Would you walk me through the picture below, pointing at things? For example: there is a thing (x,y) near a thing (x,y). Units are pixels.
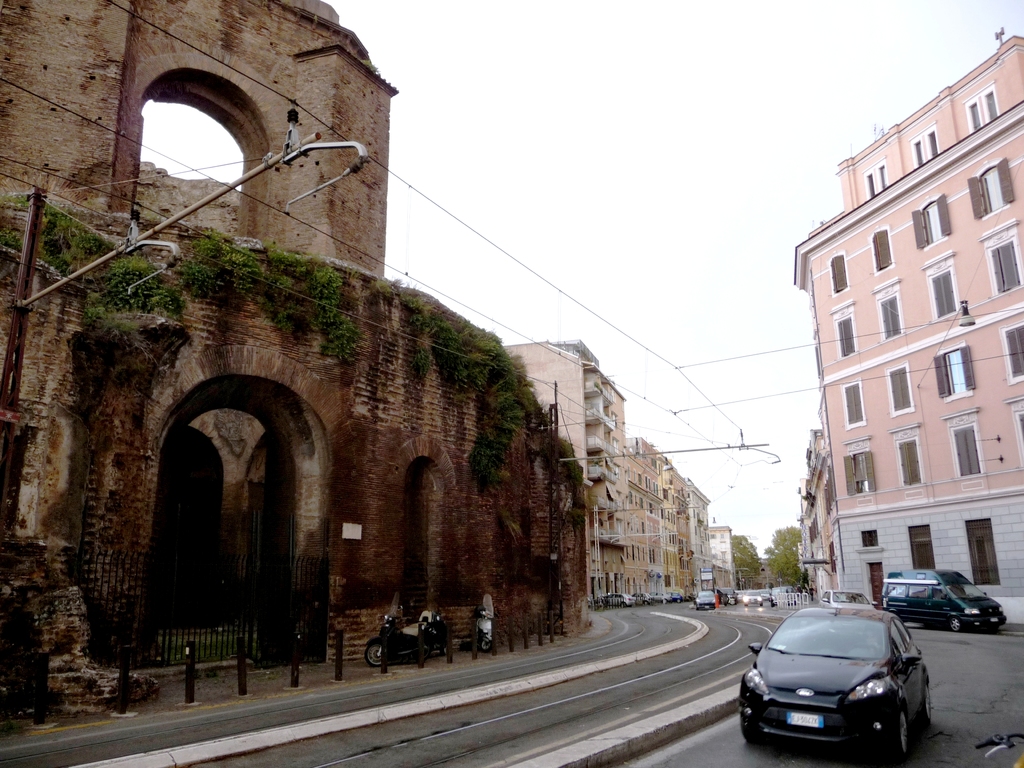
In this image I can see some vehicles (823,731) on the road (723,607). In the background (700,560), I can see the buildings (865,522), trees (774,548) and the sky (647,157).
